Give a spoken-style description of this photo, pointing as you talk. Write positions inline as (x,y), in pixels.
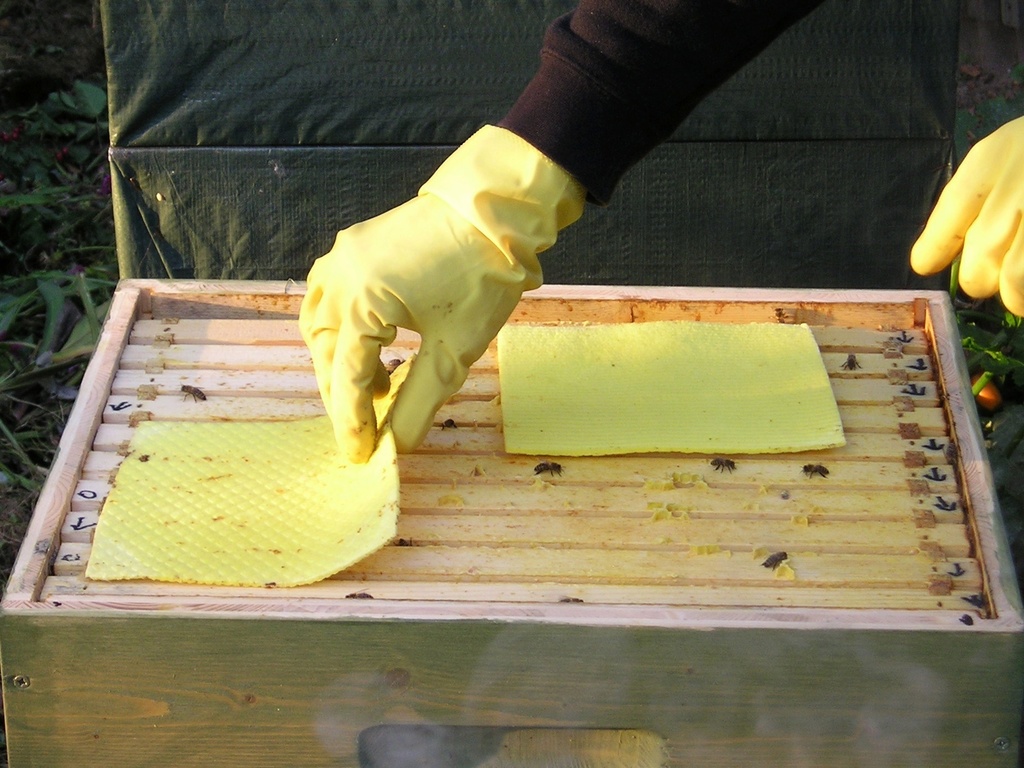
On this box (281,658) there are honey bees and yellow sheet (319,427). A person (518,193) wore gloves (455,274) to his hands (511,267). Background (327,160) there is a sheet (335,144) and leaves (88,227).
